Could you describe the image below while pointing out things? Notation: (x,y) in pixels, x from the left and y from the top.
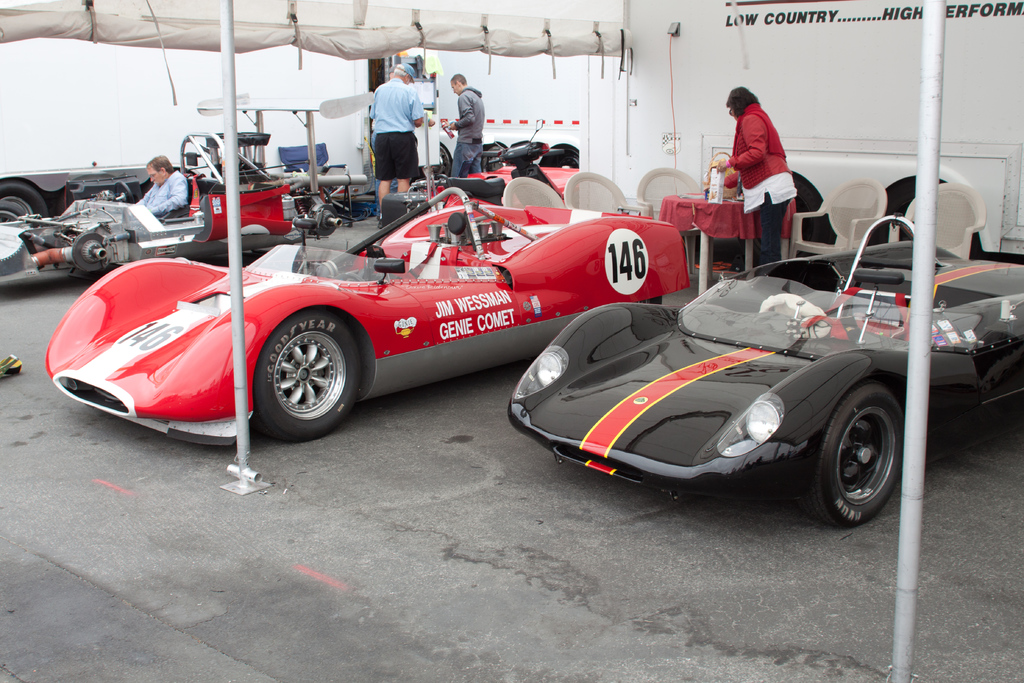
In this image I can see few vehicles (503,314). In front (398,323) the vehicle (411,323) is in red color, background (764,127) I can see few other persons (761,114) standing and the person (742,117) is wearing red jacket (769,146), white shirt (782,190) and black pant (776,216), and I can see white color background (969,58).
